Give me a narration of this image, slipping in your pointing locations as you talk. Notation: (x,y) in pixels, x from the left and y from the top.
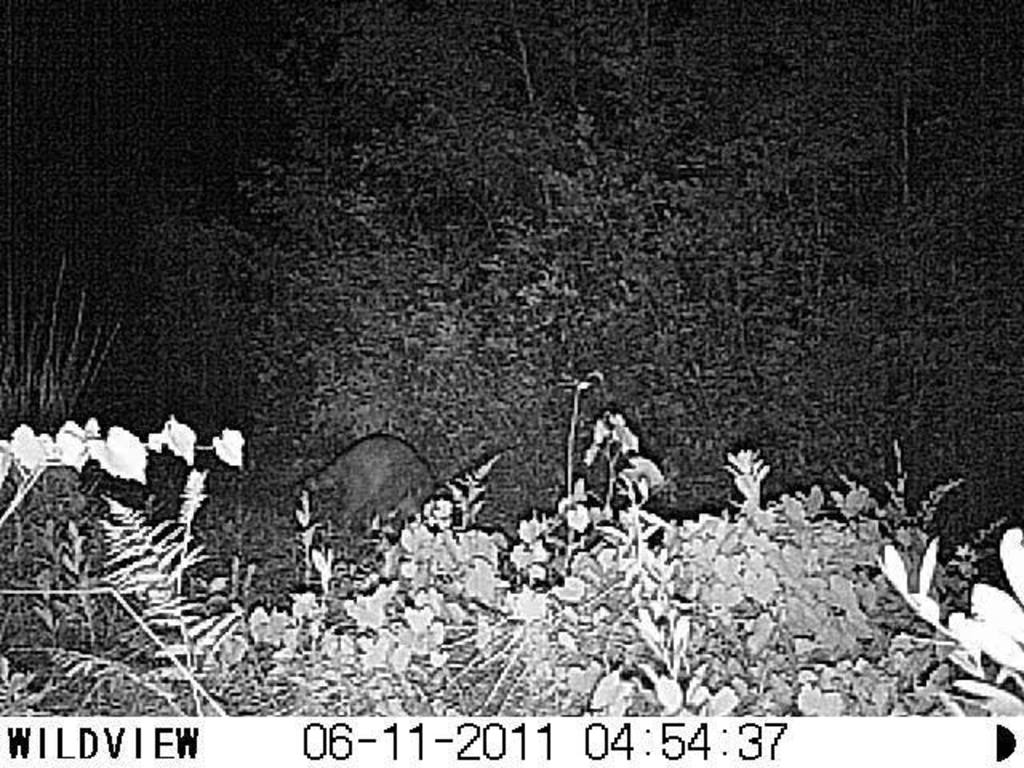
In this picture we can observe some plants (159,589) on the ground (500,612). There is an animal (357,487). We can observe some trees (473,237). This is a black and white image. We can observe some text (82,734) in this picture.
